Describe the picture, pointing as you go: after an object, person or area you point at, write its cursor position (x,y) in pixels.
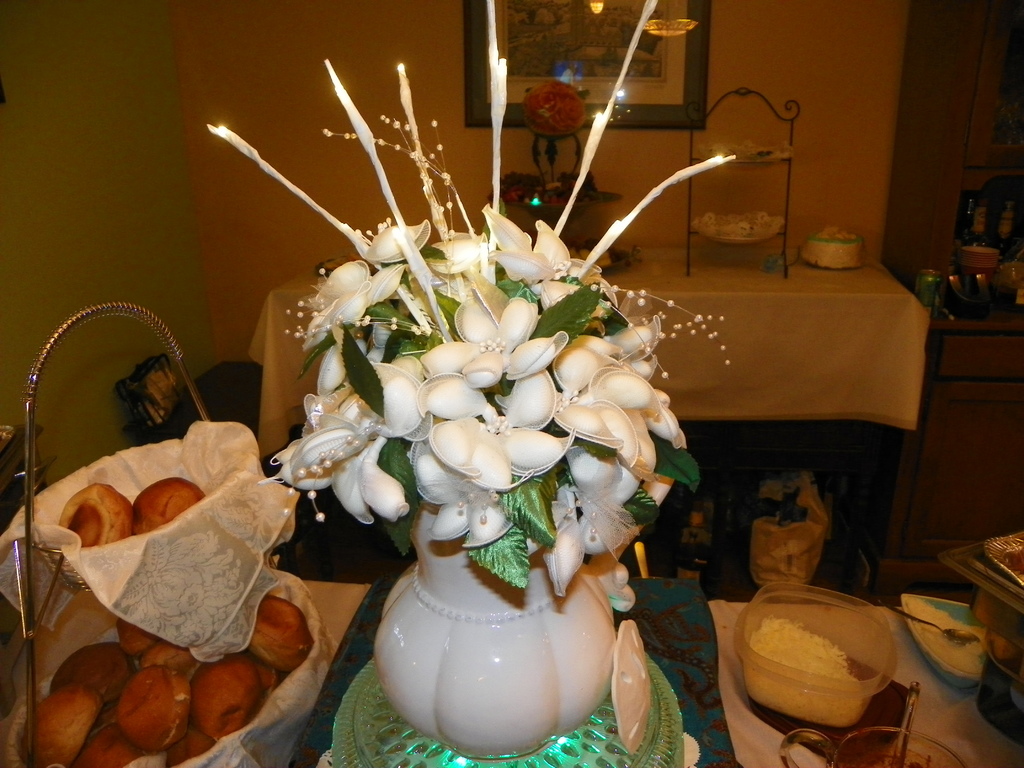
In this picture we can see a flower vase (432,652), baskets (143,617), bowls (873,666), tin (927,298), food items (83,501), tables (818,287), lights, frame (628,79) on the wall (267,66) and some objects (926,219).
